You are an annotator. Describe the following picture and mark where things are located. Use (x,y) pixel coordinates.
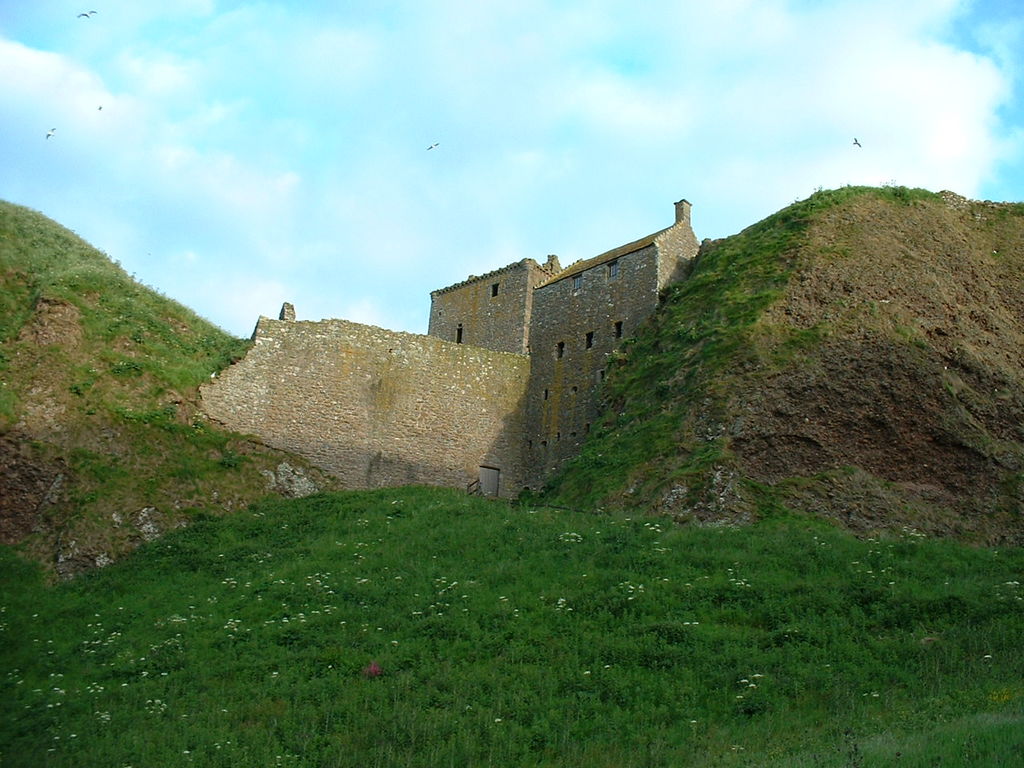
At the bottom of this image (778,696), there is grass (455,712) on the ground (455,712). In the background (853,257), there are mountains (0,259), a wall (247,392), buildings (670,274) and there are clouds (742,109) in the sky (611,109).
